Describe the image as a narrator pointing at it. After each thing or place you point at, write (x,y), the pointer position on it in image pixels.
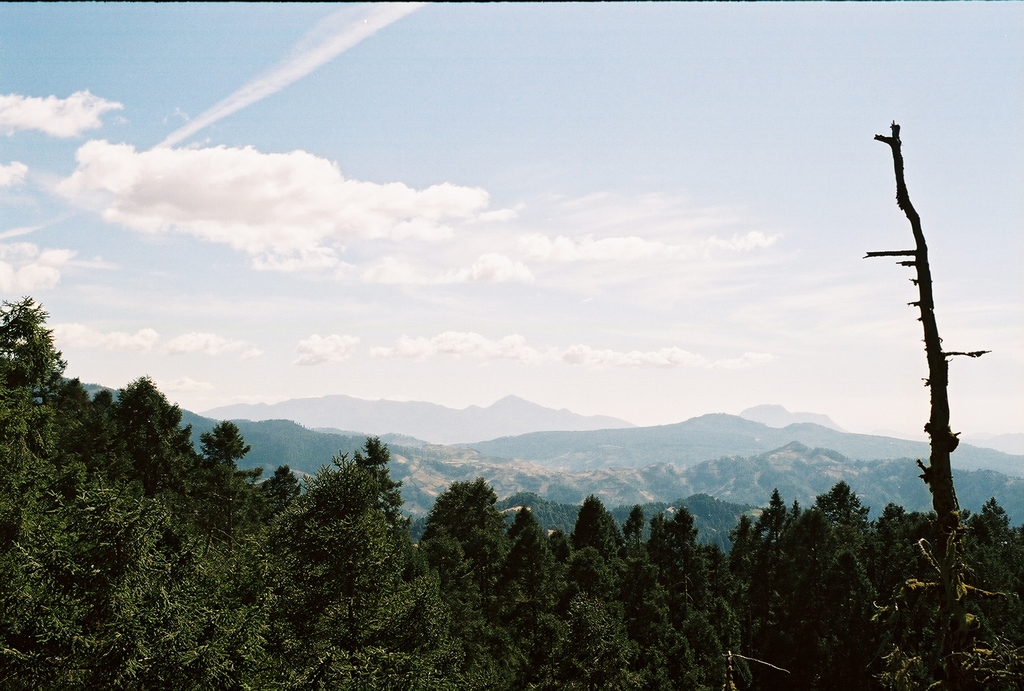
In this image, I can see the trees (446,509) and hills (579,424). In the background (621,248), there is the sky (678,239).
